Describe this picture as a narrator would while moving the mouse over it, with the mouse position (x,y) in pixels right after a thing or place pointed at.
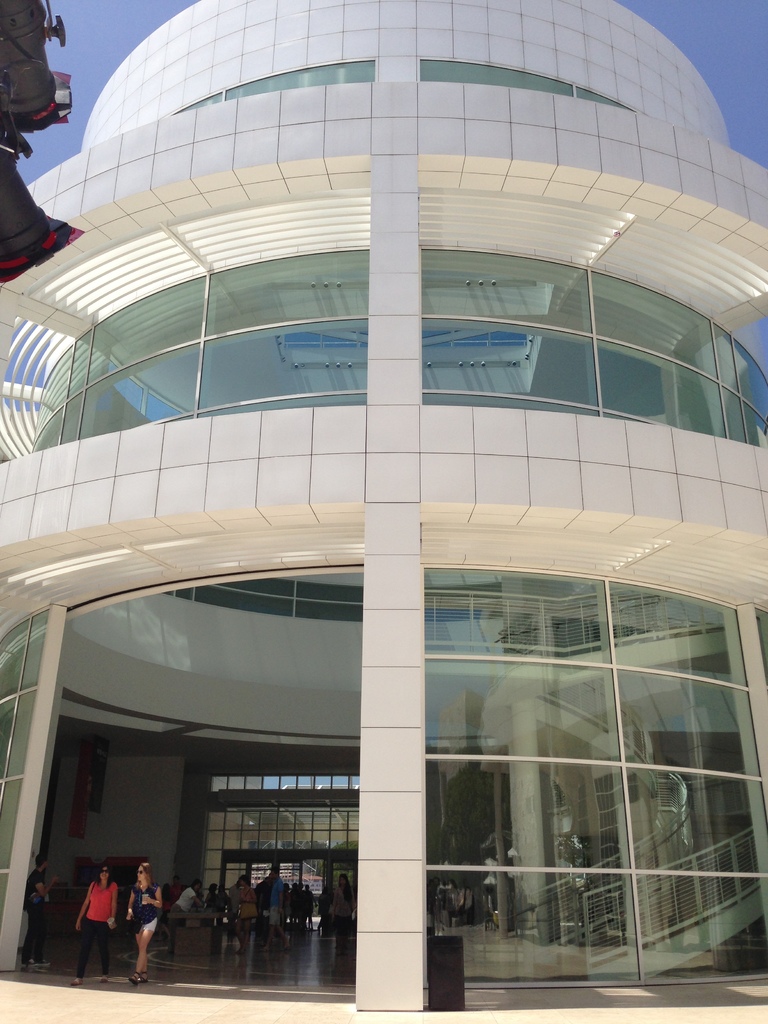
In the image we can see a building (265,962), in the building (201,757) few people (437,893) are standing and walking. Behind the building (211,135) there is sky (67,1).
